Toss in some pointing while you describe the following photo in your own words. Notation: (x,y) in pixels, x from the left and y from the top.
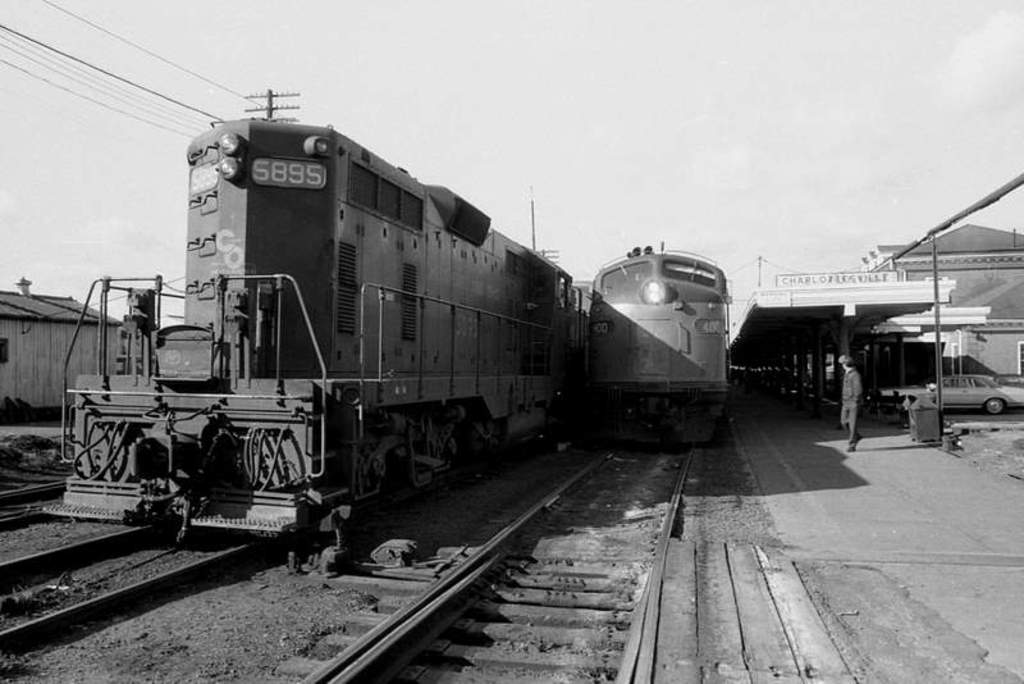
We can see trains (368,417) on tracks (357,582), bin (917,419), rods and wires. There is a person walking and we can see car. In the background (69,288) we can see shed (756,339), house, building (991,354), poles (939,413) and sky (789,93).
